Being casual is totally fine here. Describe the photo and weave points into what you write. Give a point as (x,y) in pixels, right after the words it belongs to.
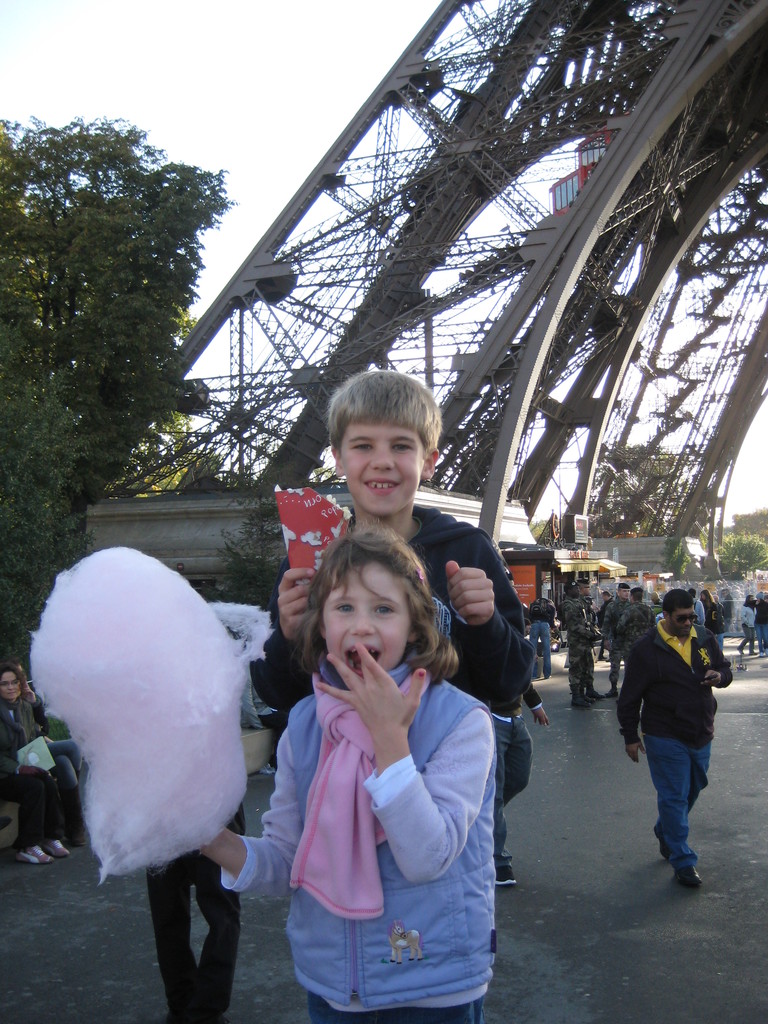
The girl (392,780) in the blue jacket (308,739) is standing in front of the picture. Behind her, the boy (442,583) in black jacket (439,600) is standing. Both of them are smiling. Behind them, we see people (643,619) standing on the road (630,936). The man (669,666) in yellow T-shirt (669,642) and black jacket (668,698) is walking on the road (631,917). At the top of the picture (310,256), we see the Eiffel Tower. On the left side (74,829), we see people (62,806) sitting on the bench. There are many trees (123,447) in the background (61,514). This picture is clicked in the city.
